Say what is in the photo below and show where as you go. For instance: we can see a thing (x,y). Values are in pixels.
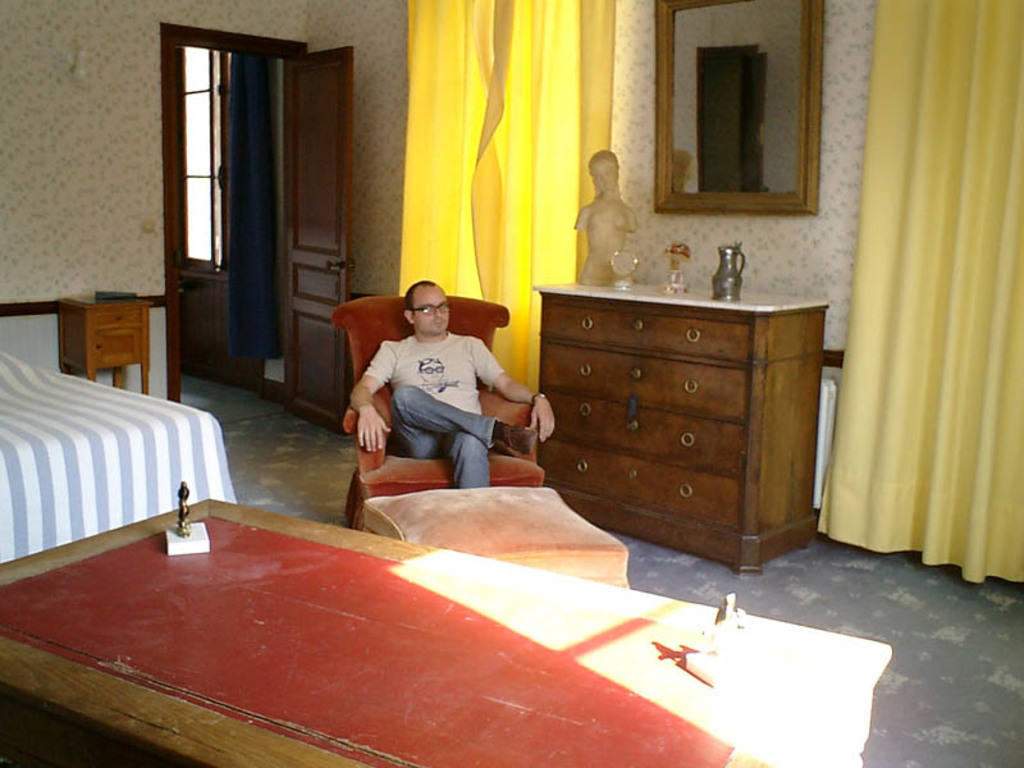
In the image we can see there is a man (419,398) who is sitting on chair (380,457) and there is a bed (88,383) and table (561,640) on which there are two statues (735,614) of a person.
